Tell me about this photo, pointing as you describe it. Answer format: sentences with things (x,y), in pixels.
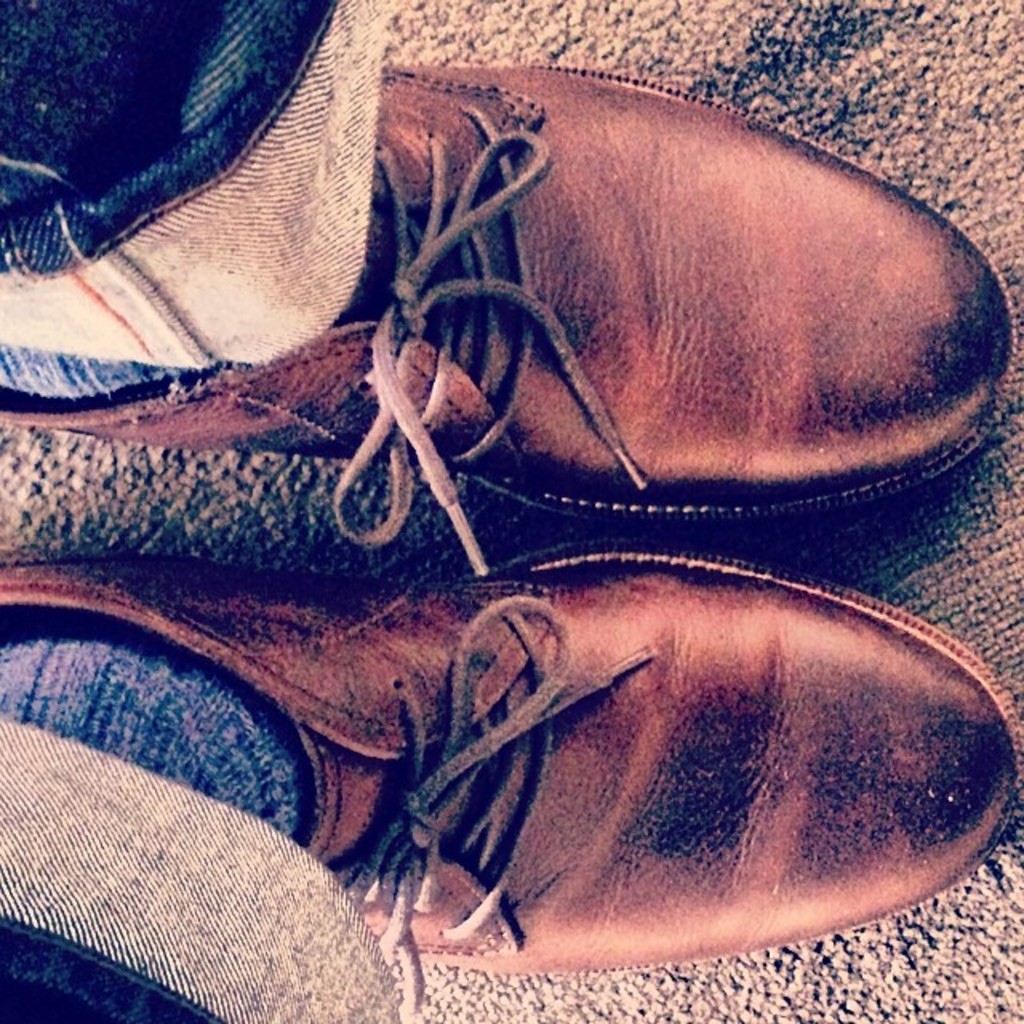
In the picture I can see a person's legs (366,418). The person (265,444) is wearing shoes (520,483) and jeans pant (312,288).
